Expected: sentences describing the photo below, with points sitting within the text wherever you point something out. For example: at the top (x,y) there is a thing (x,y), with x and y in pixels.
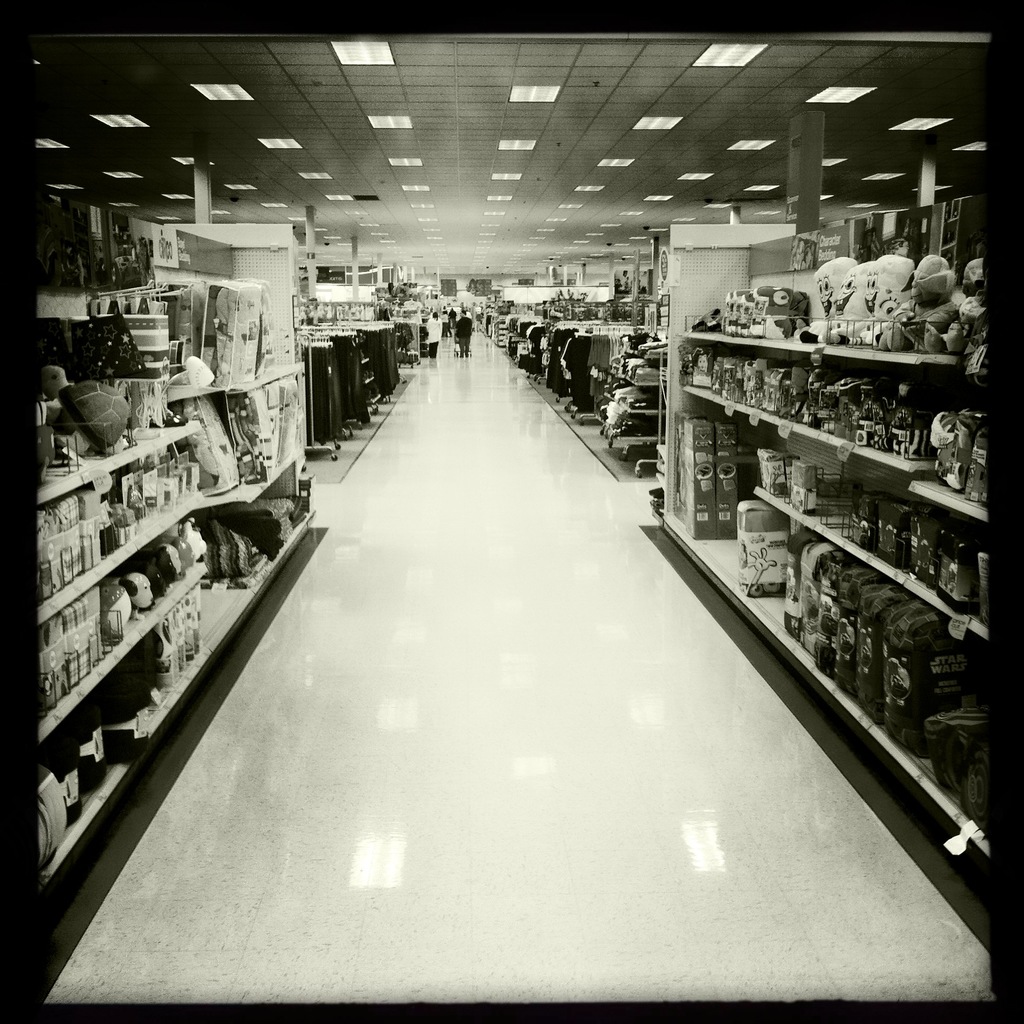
This picture is taken inside the shopping mall (778,517) where we can see different rack (239,467). In the rack (311,433) so many things (613,391) are present. The floor (345,516) is in white color.
